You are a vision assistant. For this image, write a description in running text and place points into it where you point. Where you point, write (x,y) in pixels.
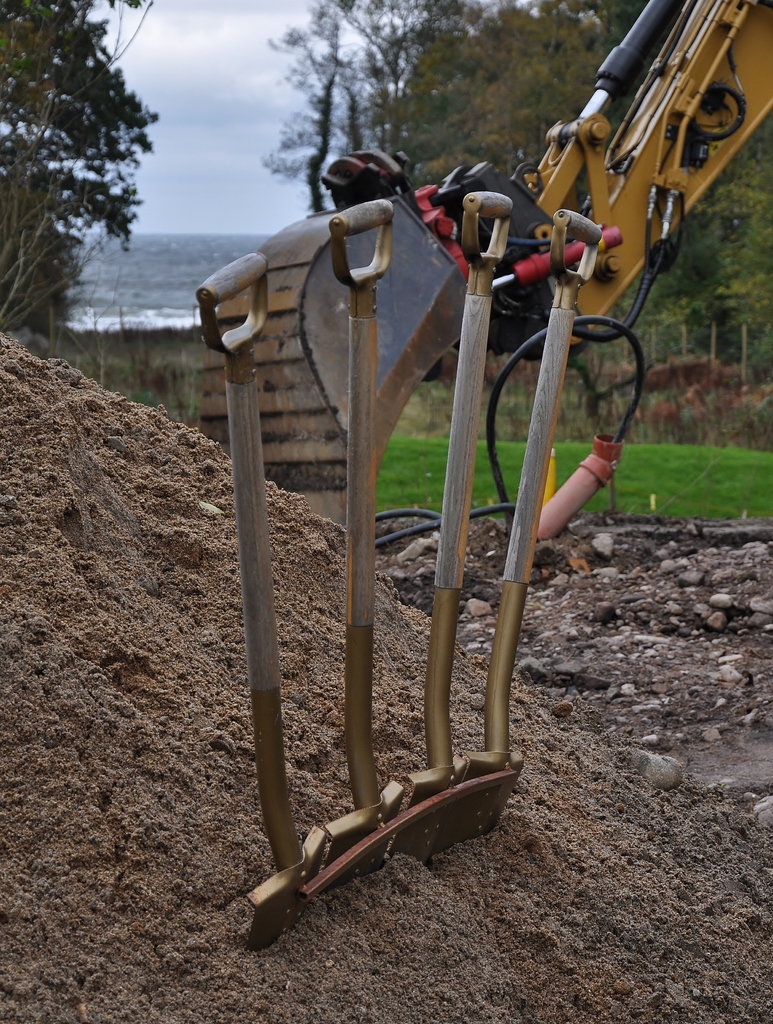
In this image there is an object (367,782) placed on the sand (329,774), behind that there is a JCB (420,275). In the background (44,240) there are grass (155,364), trees (36,250), river (222,241) and a sky (218,184).
